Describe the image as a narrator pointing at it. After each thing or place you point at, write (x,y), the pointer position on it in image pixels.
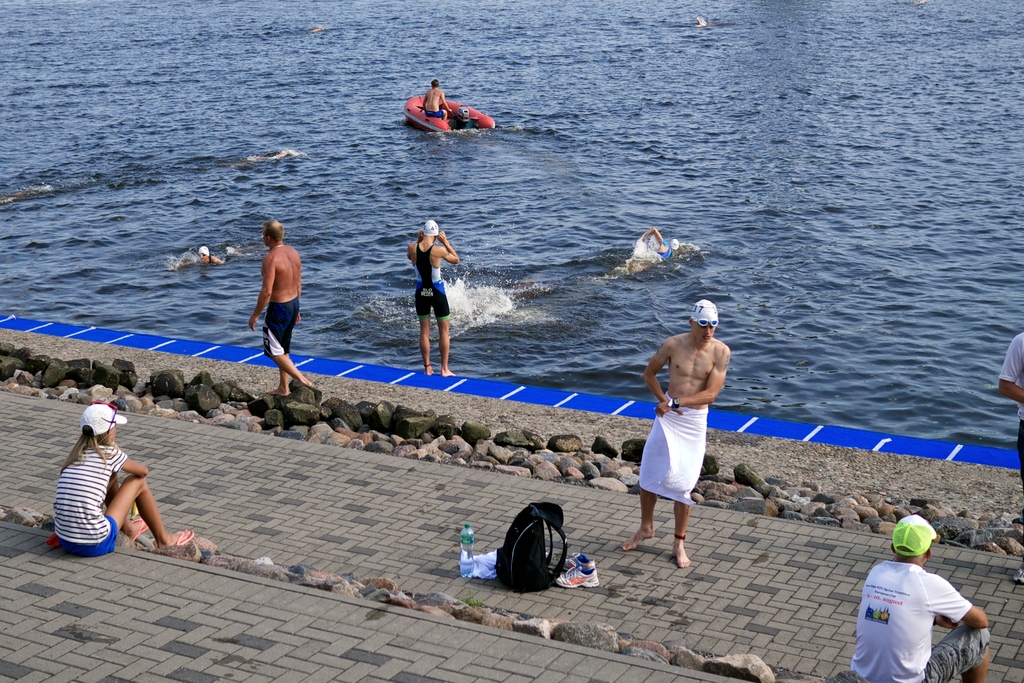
In this image, we can see persons (888,582) wearing clothes (67,494). There is person (434,111) on the boat (419,109) which is floating on the water (571,162). There is a bag (524,521), shoes (572,568) and bottle (467,559) at the bottom of the image (529,553).
